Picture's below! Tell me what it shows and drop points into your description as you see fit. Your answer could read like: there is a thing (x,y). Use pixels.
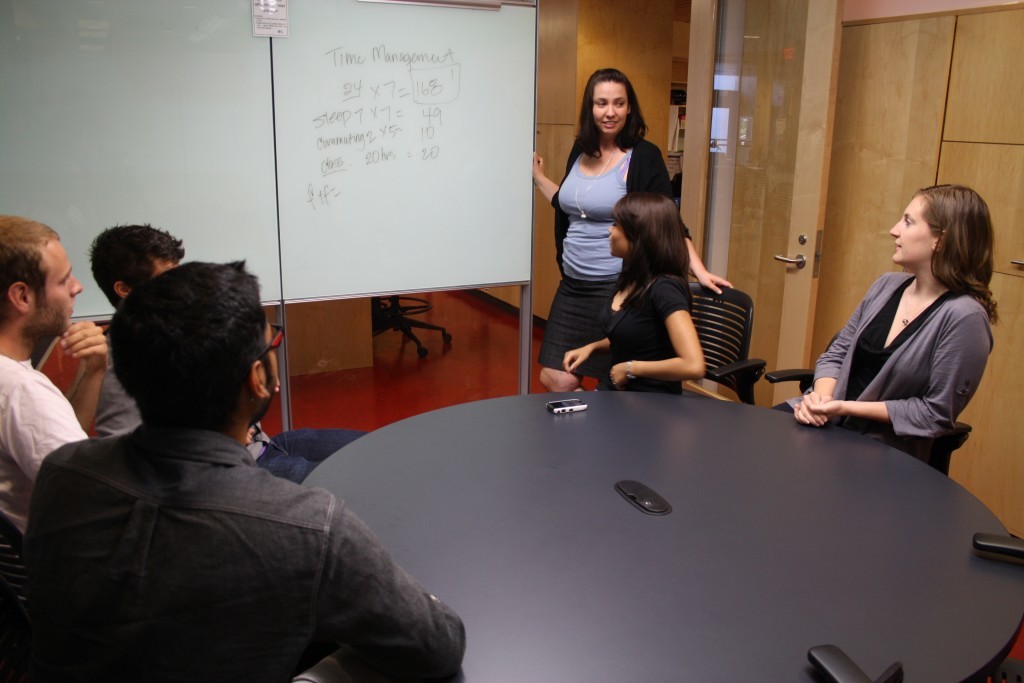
In the image we can see there are people (987,335) who are sitting on chair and there is a woman (608,184) who is standing.
